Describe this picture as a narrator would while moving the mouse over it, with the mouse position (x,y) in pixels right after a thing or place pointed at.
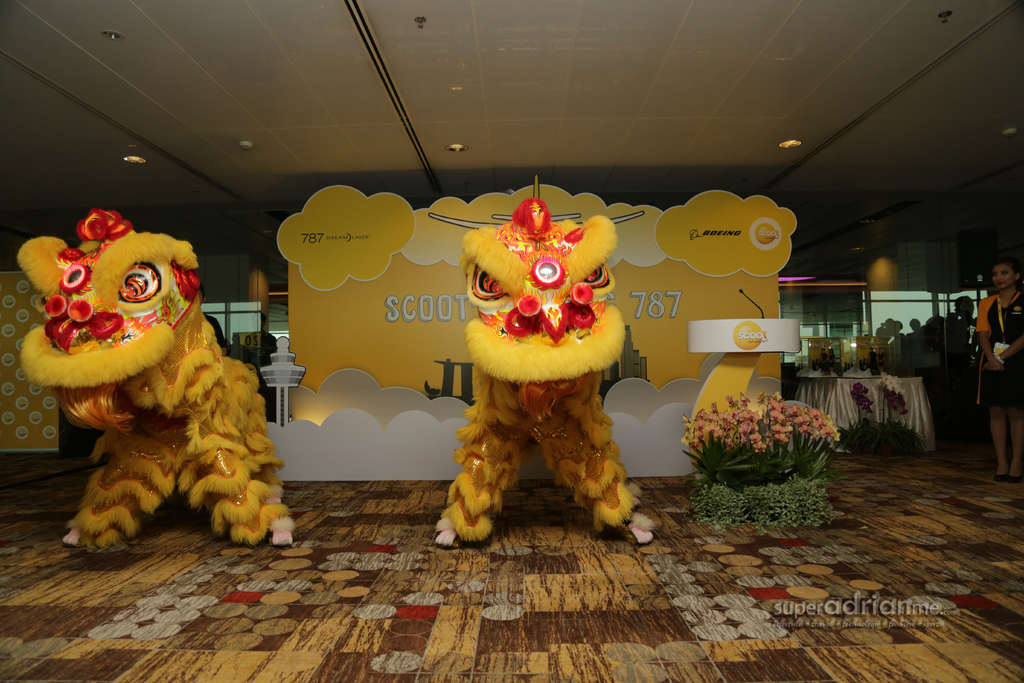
In this image at the center (547,326) there are two lion dancers (490,339). At the background (444,372) there is a banner (710,242). In front of that there is a plant (745,453). At the right side of the image (851,409) there is a table (852,381) and on top of it there are few objects (857,359). There is a person (986,339) standing on the floor (967,512). On top of the roof (276,102) there are fall ceiling lights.
